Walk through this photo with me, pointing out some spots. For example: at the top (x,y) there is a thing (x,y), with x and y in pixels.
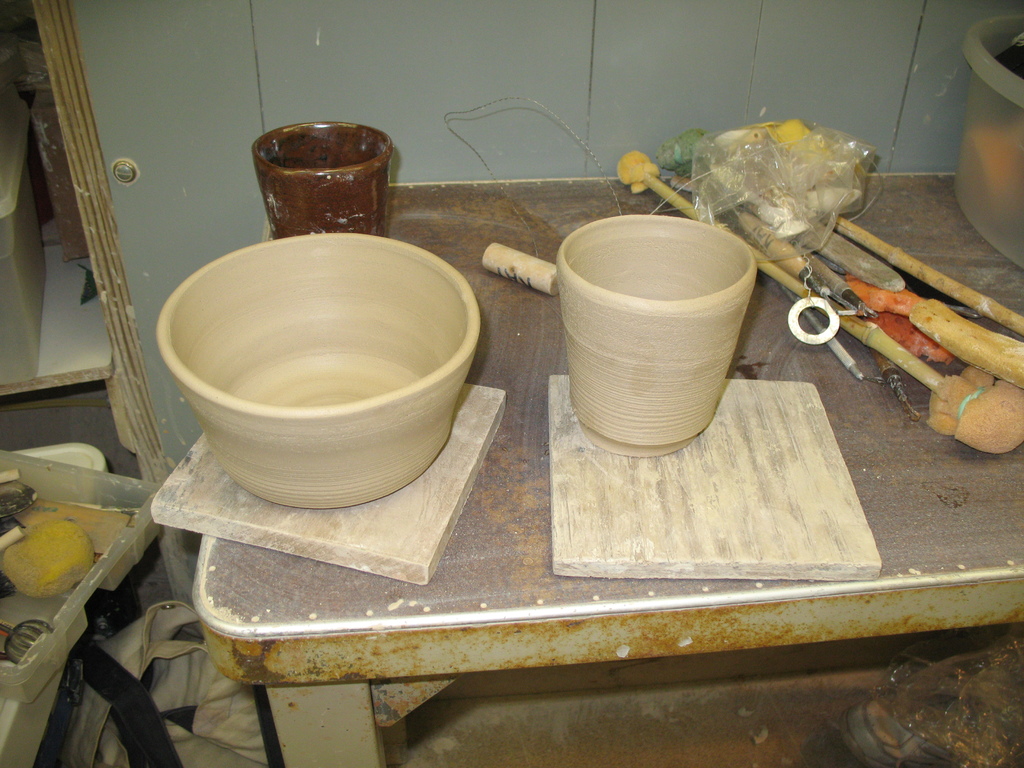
In this image there is a table (858,596) on which we can see there are some bowls (274,492) kept on wooden pieces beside them there are some brushes (767,266) and also there is a wooden shelf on the left side wall (227,202).
